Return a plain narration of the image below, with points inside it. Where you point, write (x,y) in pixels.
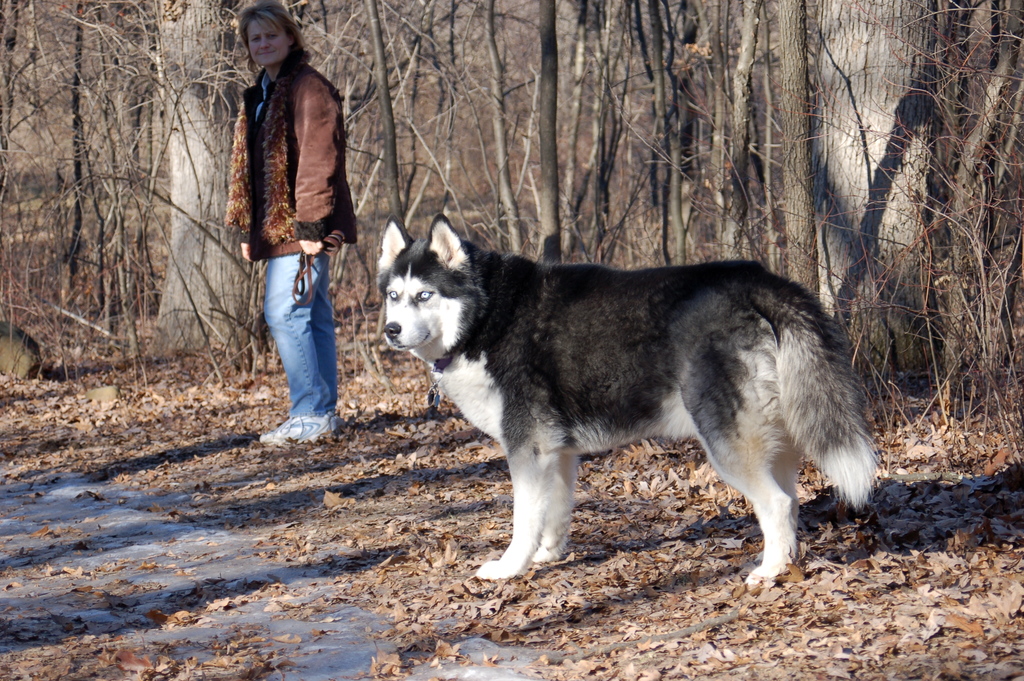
There is a dog (466,350). In the back (322,260) there's a lady (254,182) wearing jacket (305,144) and holding a belt (307,265). On the ground (317,441) there are leaves (459,471). In the back (186,164) there are trees (155,119).
